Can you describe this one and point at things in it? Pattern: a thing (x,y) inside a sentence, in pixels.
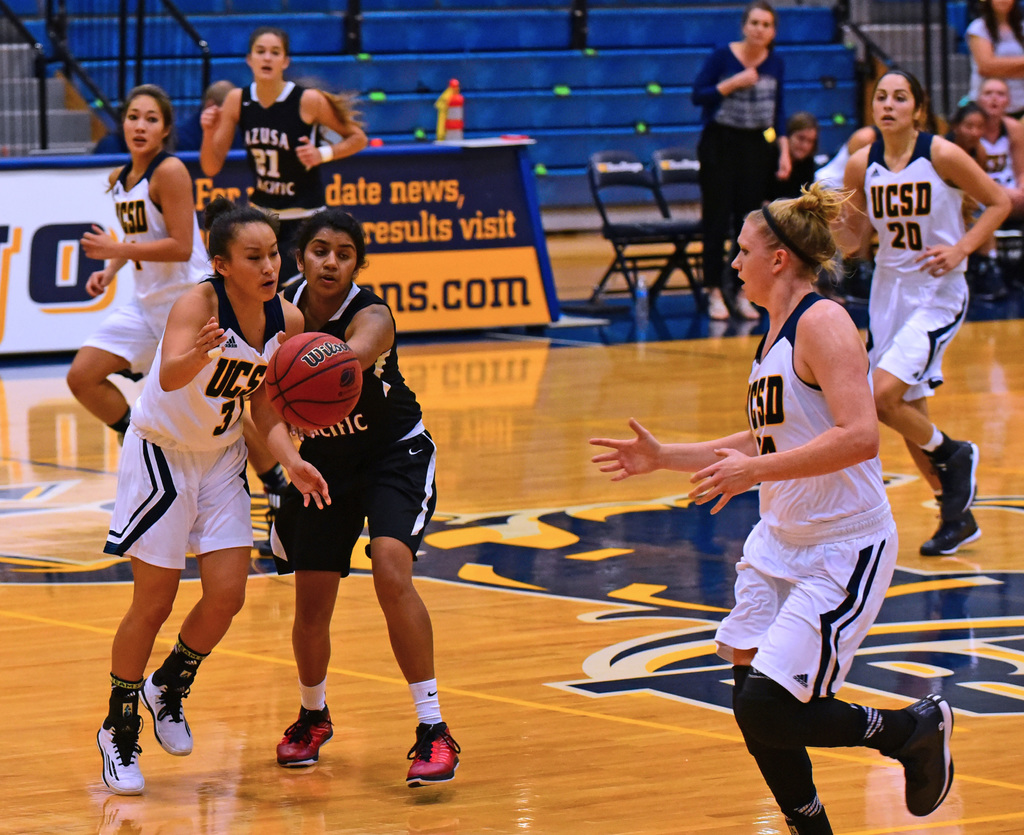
In the center of the image (355,311) we can see women (638,433) playing with basketball (284,394) on the ground (484,615). In the background (49,92) we can see stairs (561,55), chairs (588,166) and persons (780,104).
